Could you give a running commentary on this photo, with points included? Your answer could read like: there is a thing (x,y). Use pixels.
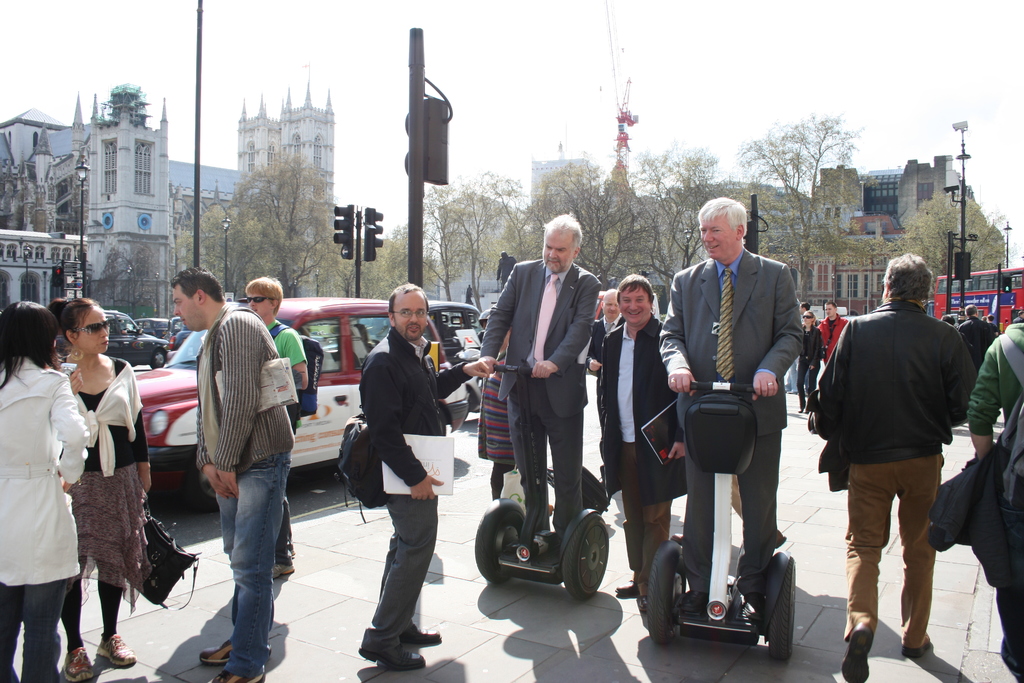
In the picture we can see some people (44,568) are standing on the path (794,656) and two men (755,288) are standing on the segways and holding the handle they are in a blazer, ties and shirts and beside them, we can see some vehicles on the road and we can also see the poles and a pole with traffic light (444,142) and far away from it we can see some trees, buildings (21,292) and the sky (360,25).
